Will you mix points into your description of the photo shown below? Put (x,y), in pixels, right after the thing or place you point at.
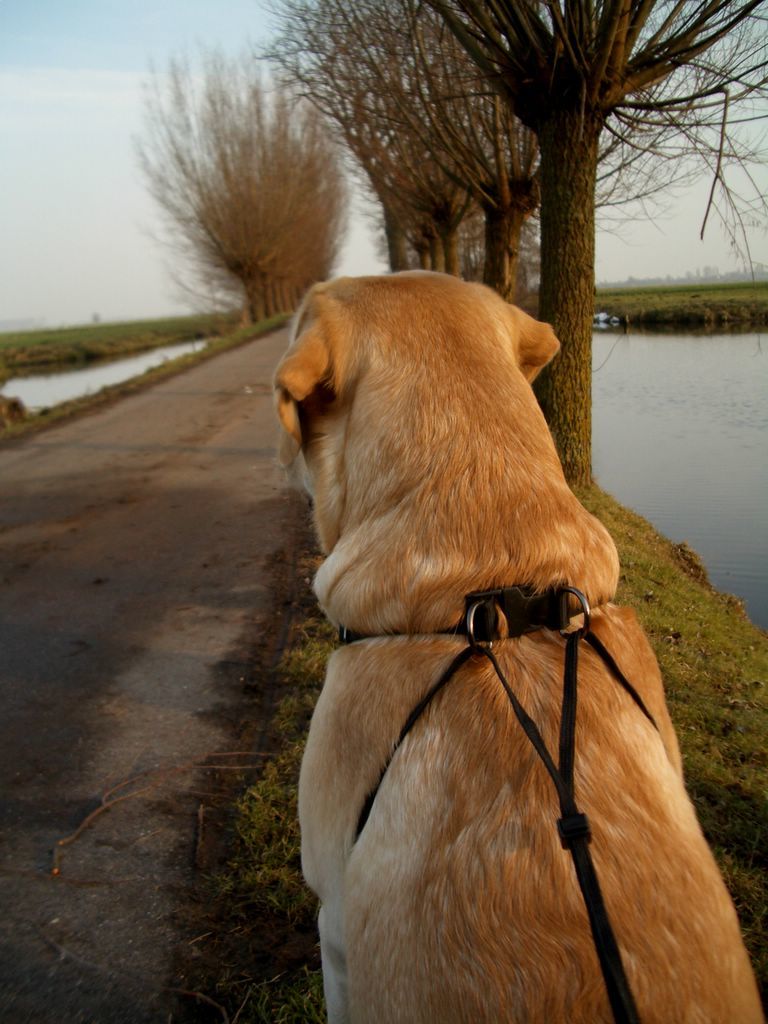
In the picture we can see a part of the road (278,331) beside it, we can see the grass surface (304,574) and on it we can see a dog (331,709) sitting with belts (392,753) on it and we can also see some trees (457,169) and beside it, we can see the part of the water surface (742,410) and in the background (46,120) we can see the sky (46,120) with clouds (674,138).
